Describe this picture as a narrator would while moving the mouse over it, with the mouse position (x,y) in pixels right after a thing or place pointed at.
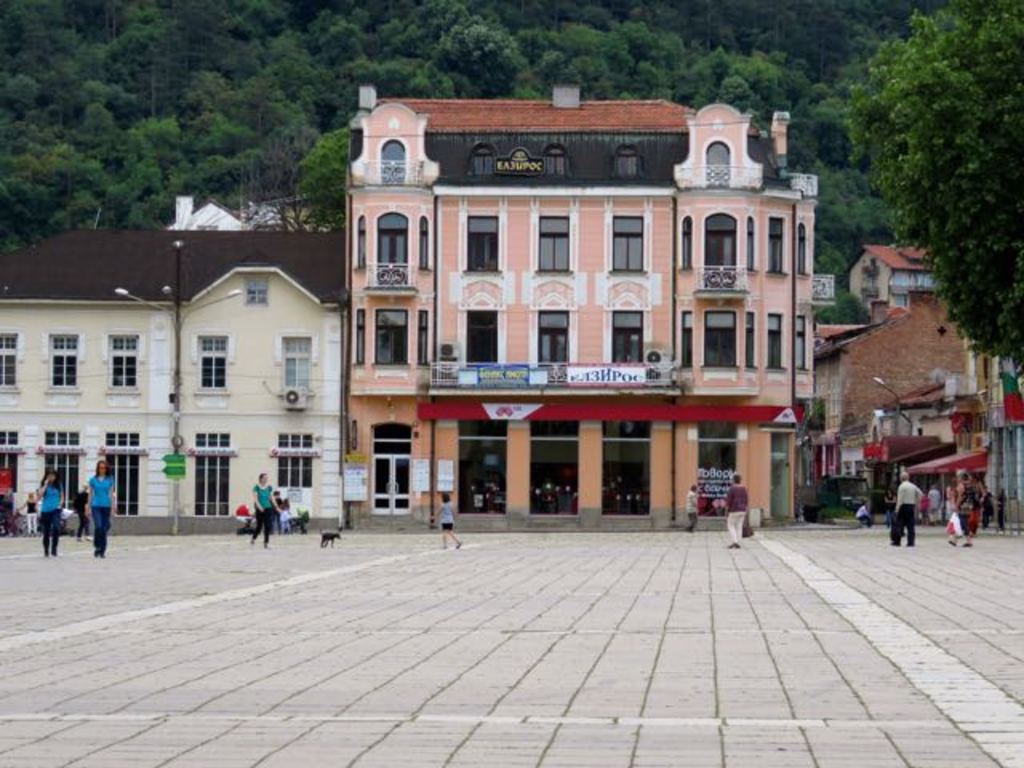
To the bottom of the image (295,572) there is a floor (104,583). On the floor (78,553) there are few people (965,497) standing. In the background (533,482) there are buildings (472,312) with walls (513,252), pillars (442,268), glass windows (724,250) and roof (225,248). There is a pole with street light (238,293). Behind the buildings (240,307) there are many trees (688,80).
